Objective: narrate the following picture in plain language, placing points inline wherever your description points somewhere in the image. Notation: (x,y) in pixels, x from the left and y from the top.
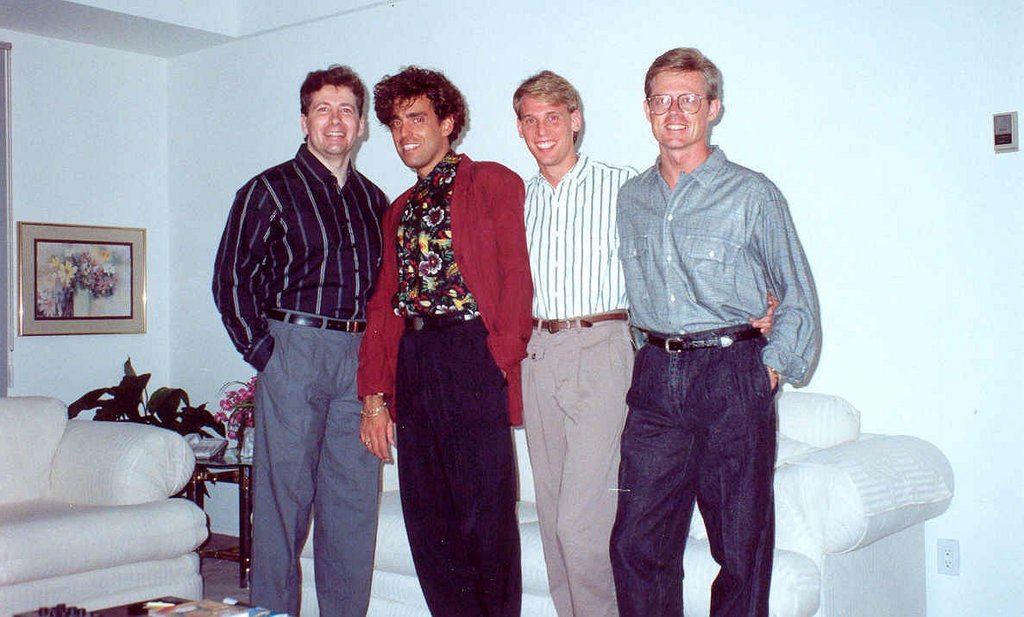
This is inside view. Here I can see four men (321,283) are standing, smiling and giving pose for the picture. At the back (788,512) there are two white color couches (814,476). At the bottom of the image (163,606) there is a table (140,602). On the left side (230,475) I can see another table (243,476) on which a telephone (205,443) and a flower vase (238,431) are placed. On the top of it I can see a frame (68,265) is attached to the wall (158,248).
